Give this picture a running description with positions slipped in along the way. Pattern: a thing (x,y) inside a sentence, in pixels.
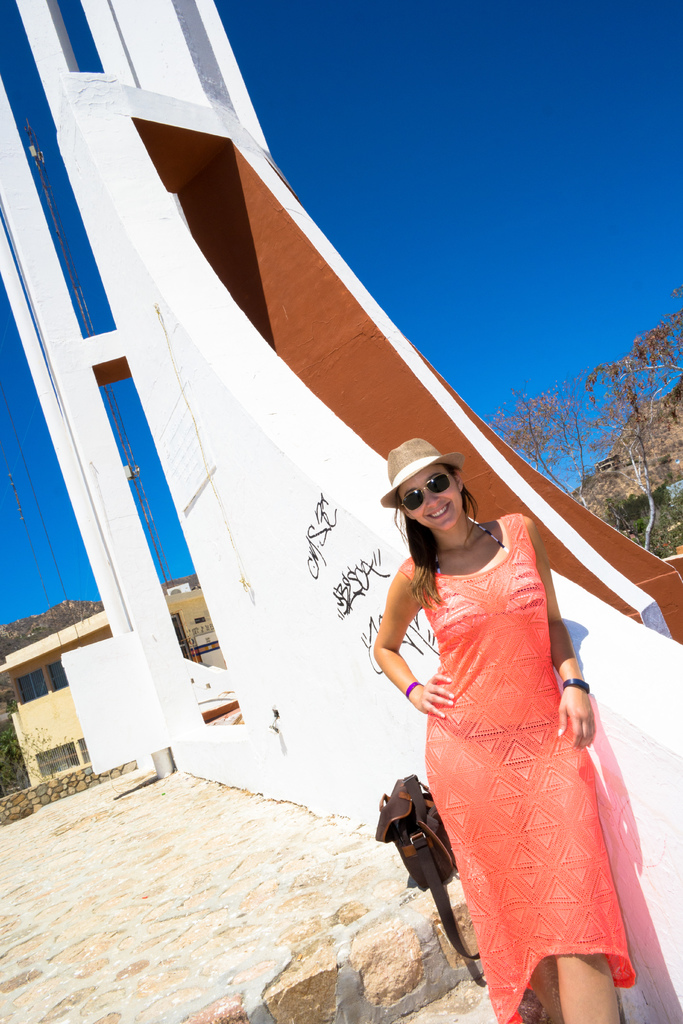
In this image in the front (521,736) there is a woman (514,755) standing and smiling. In the background (174,370) there is a wall (209,683) and there is a house (53,714) and there are trees (1,755).
